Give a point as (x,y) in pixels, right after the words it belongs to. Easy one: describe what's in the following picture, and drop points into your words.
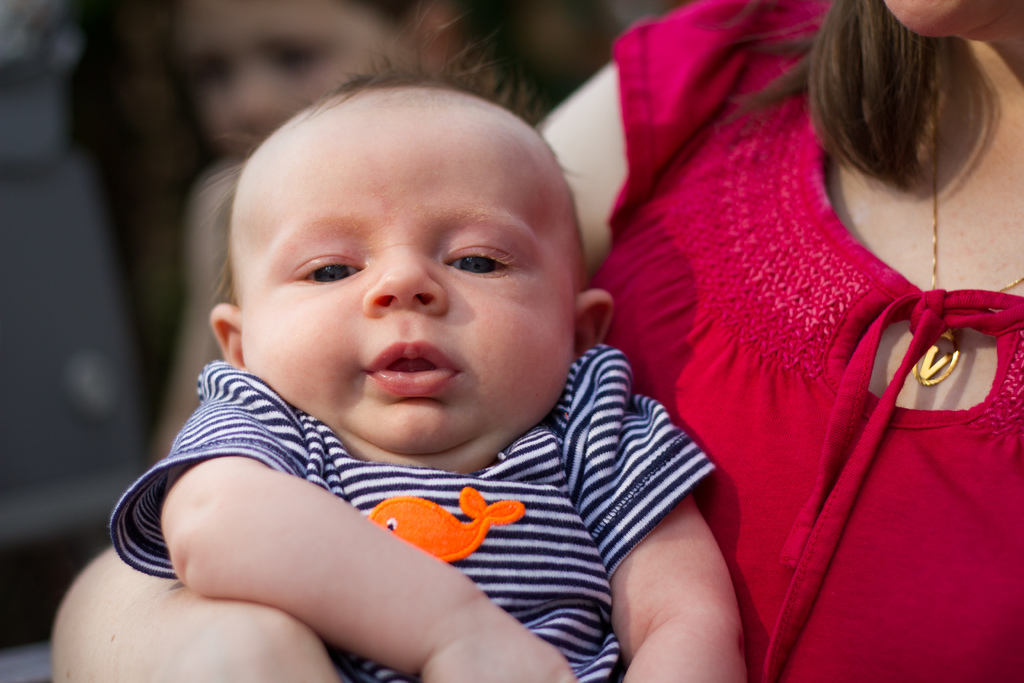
There is one woman (790,364) wearing a red color dress (704,263) is holding a baby (406,473) as we can see in the middle of this image (458,448), and there is one other person (279,77) in the background (268,70).
